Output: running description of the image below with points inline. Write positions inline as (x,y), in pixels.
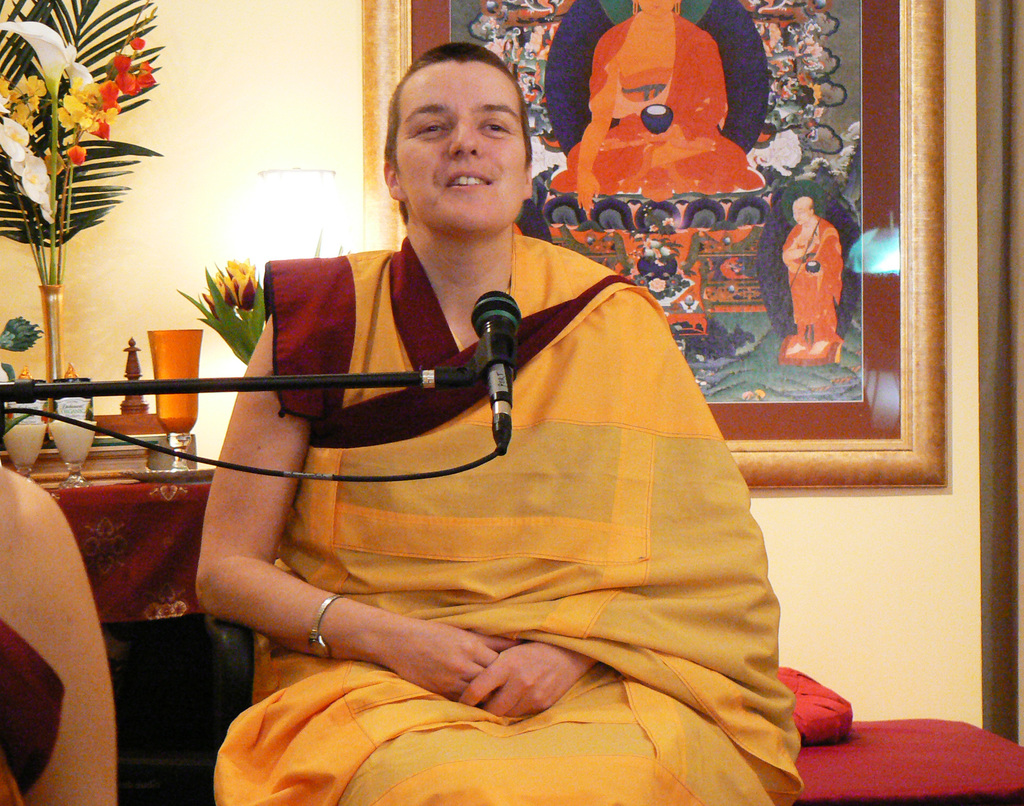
In this image, we can see a person (426,688) sitting. We can also see a microphone (496,301). We can see a table (169,513) with some objects (68,437) like glasses (83,434) and flower pots (49,323). We can also see the wall (844,523) with a photo frame (760,382). We can see some red colored objects (819,686) on the right (819,686). We can also see an object (68,788) on the left (102,692).
